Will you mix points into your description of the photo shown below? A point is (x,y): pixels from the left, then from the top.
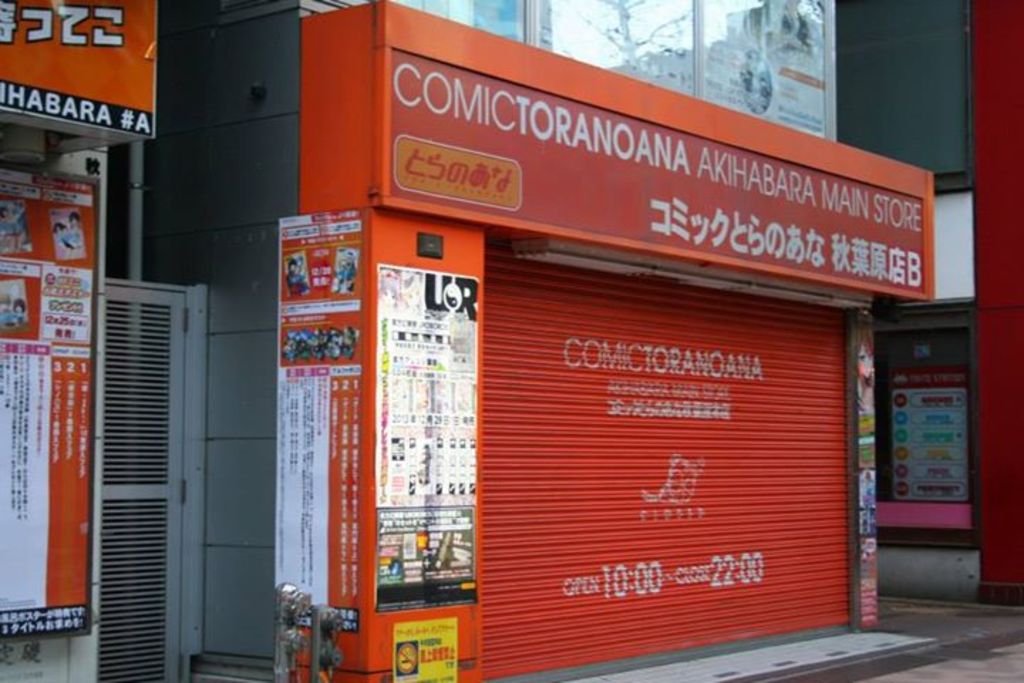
In this image there are buildings (702,412) having few boards (772,189) attached to it. Few posters (297,568) are attached to the wall (211,357) of a building (281,98). The building (241,318) has a shutter (695,541) which is having some text (629,596) painted on it. Left side (36,435) there is a board (79,267) attached to the wall (82,169). On the board (38,325) there are few cartoon images (15,247) and some text (21,391).
